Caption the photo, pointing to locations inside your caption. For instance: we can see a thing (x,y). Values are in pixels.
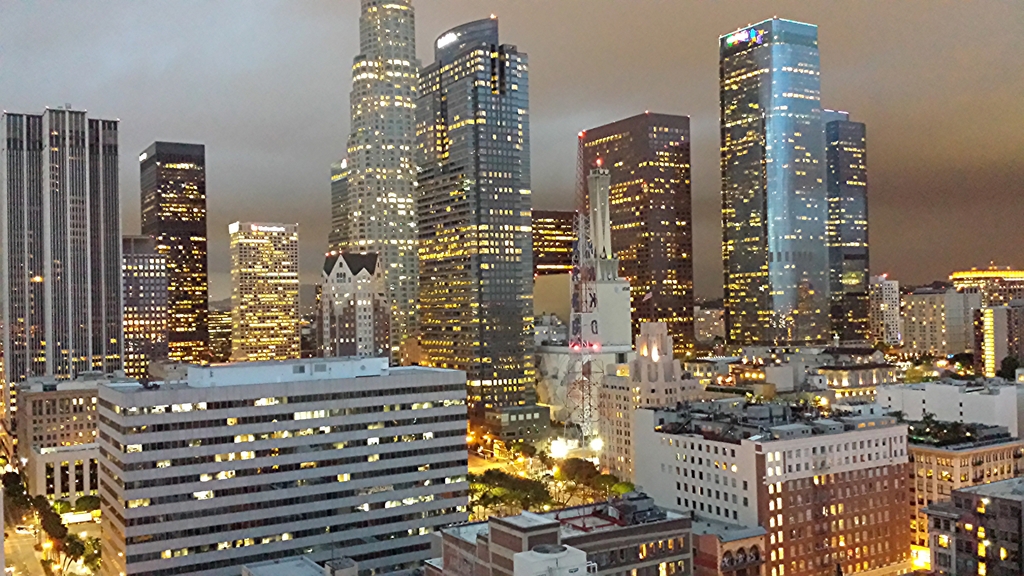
In this image we can see buildings (617,323), tower (599,216), road (28,553), trees (60,518). In the background (198,75) there is sky (232,65).
